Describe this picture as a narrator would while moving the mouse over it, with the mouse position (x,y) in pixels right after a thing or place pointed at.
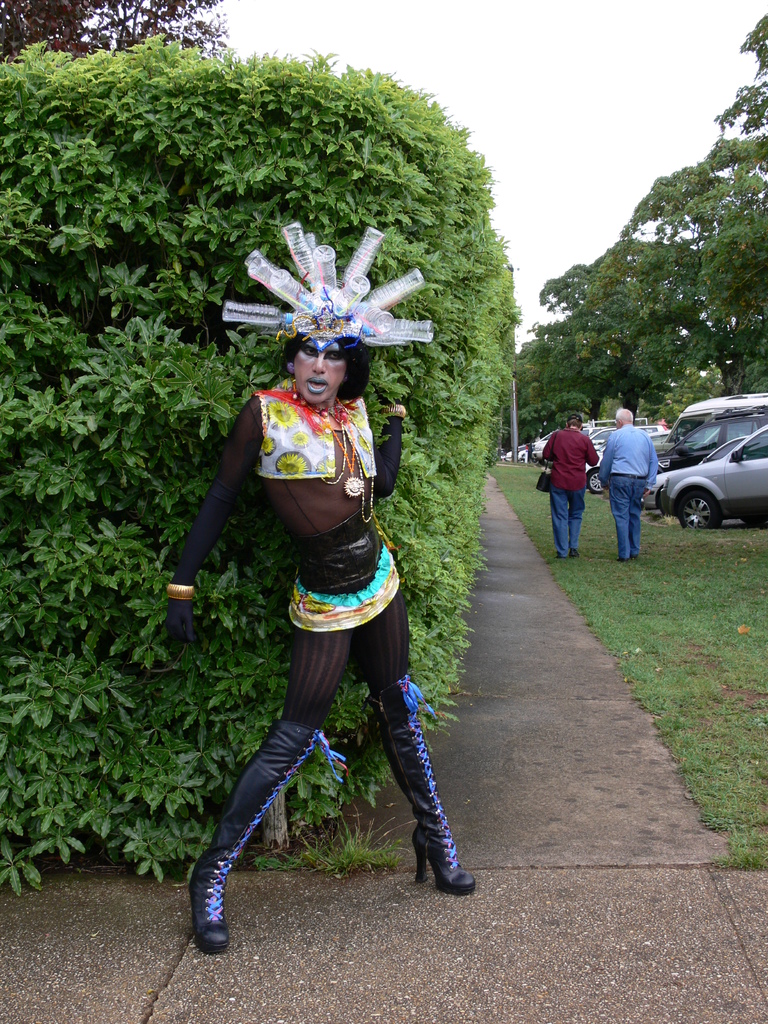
In this image, I can see a person (314,653) standing with the fancy dress (332,517). Here is the grass (717,636). I can see the trees (399,272). There are two people (561,487) walking. This looks like a pathway (582,757). On the right side of the image (678,447), I can see the cars (671,442), which are parked.
